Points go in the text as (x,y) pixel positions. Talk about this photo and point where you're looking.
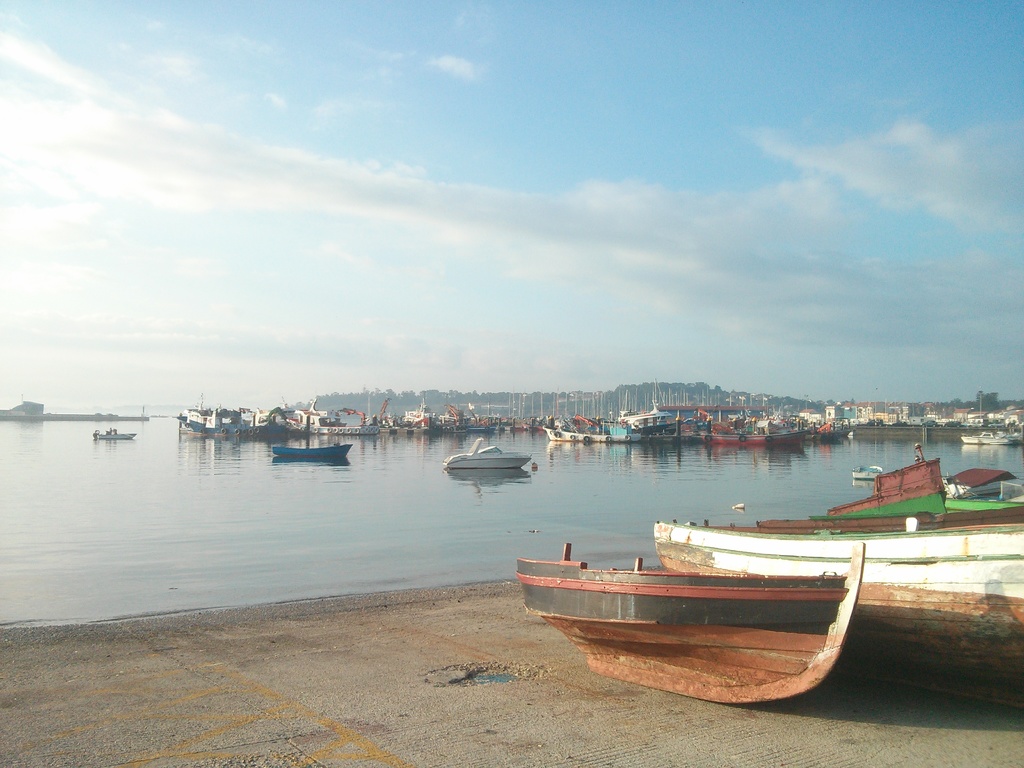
In this picture there are boats (624,671) in the foreground (671,616). At the back (997,440) there are boats (736,445) on the water (373,523) and there are buildings (891,407) and trees (534,406). At the top (514,45) there is sky (708,79) and there are clouds (633,278). At the bottom (447,549) there is water (165,441) and there is a road (546,712).
